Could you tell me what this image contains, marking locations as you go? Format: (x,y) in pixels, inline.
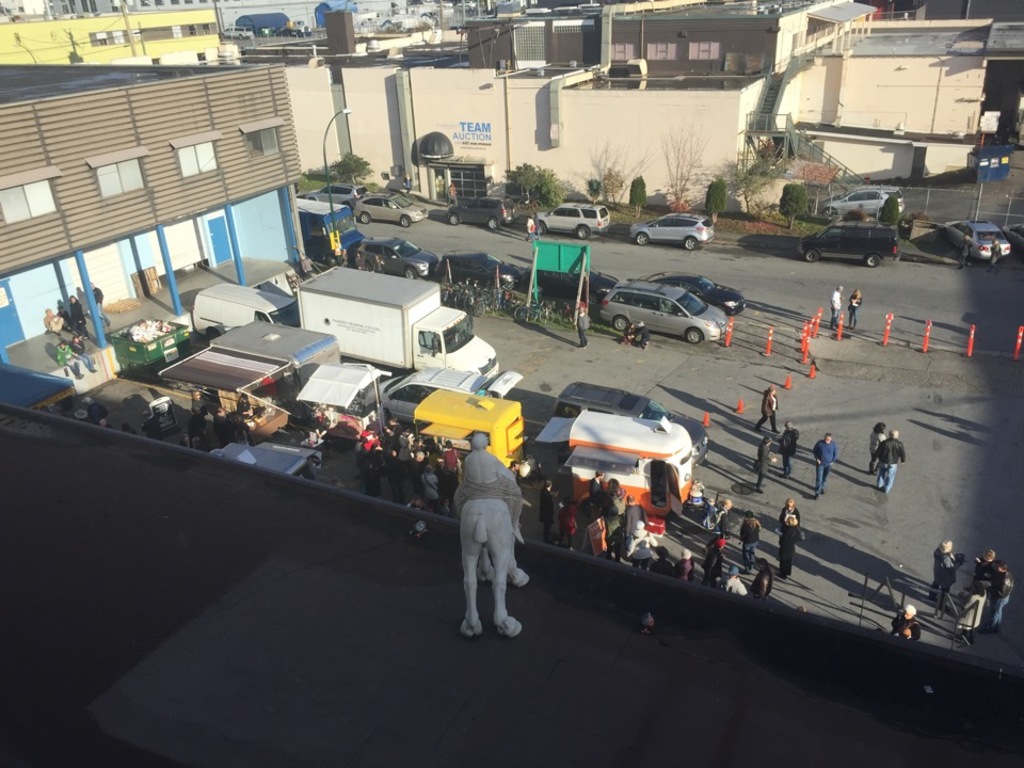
As we can see in the image there are few people (761,445) here and there, vehicles (314,319), traffic cone (803,349), trees (675,197), buildings (452,91) and in the front (489,494) there is a toy (478,524).
